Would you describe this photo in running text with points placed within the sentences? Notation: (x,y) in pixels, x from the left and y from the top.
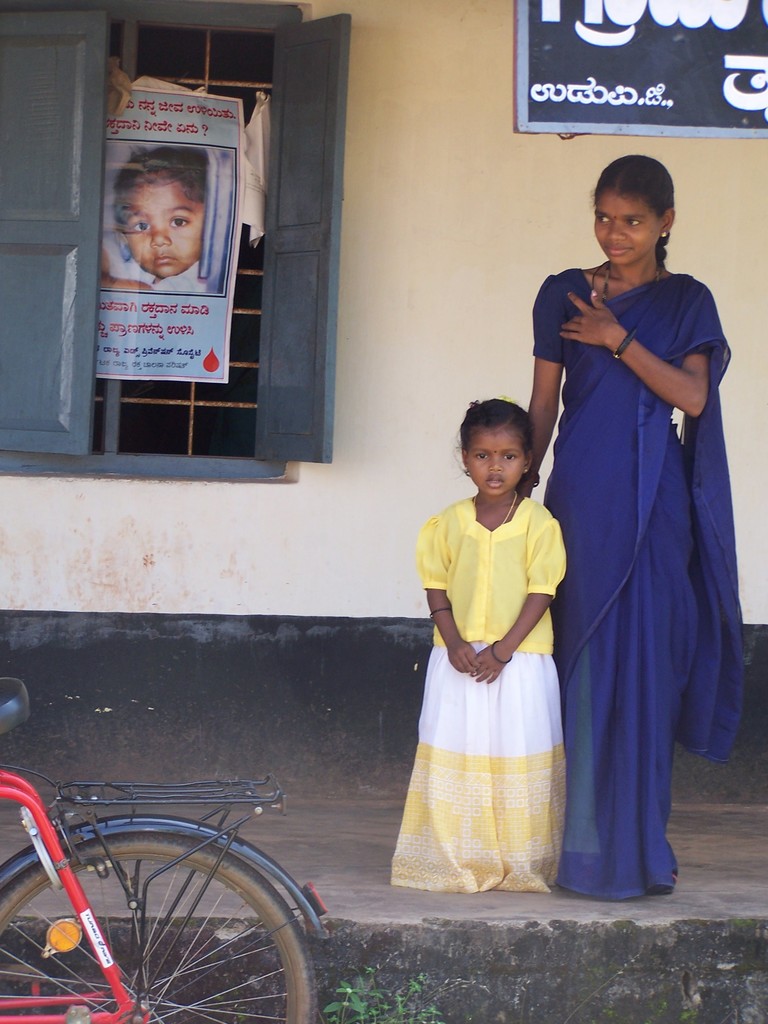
Here we can see a woman (591,336) and girl (519,489). To this window (70,287) there is a poster (202,184). Board (526,94) is on the wall (494,137). In-front of these people (441,623) there is a bicycle (206,955) and plant (352,996).
